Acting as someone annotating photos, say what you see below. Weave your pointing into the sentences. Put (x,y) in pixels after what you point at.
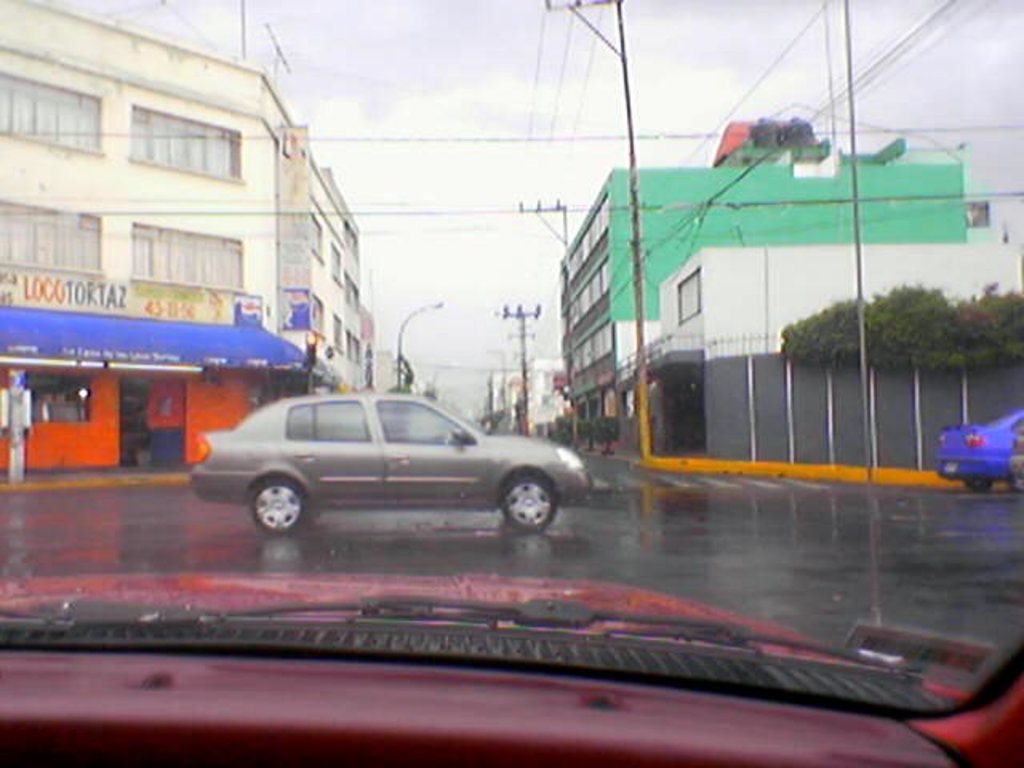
In this image vehicles (555,471) are moving on road (734,595), on either side of the road (721,599) there are buildings (573,300) and pole (539,306).
